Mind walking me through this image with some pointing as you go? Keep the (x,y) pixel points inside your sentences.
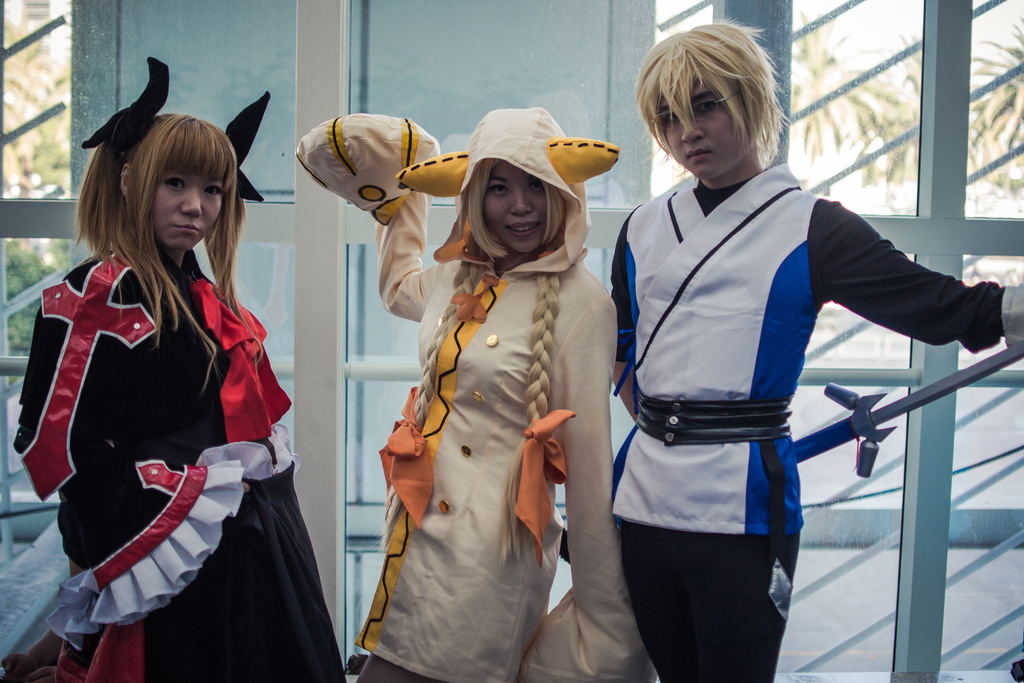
In this image we can see a group of people (529,400) wearing costumes (592,365). In that a man (709,518) is holding a metal rod (970,377). On the backside (284,343) we can see the windows (287,363) and some plants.
